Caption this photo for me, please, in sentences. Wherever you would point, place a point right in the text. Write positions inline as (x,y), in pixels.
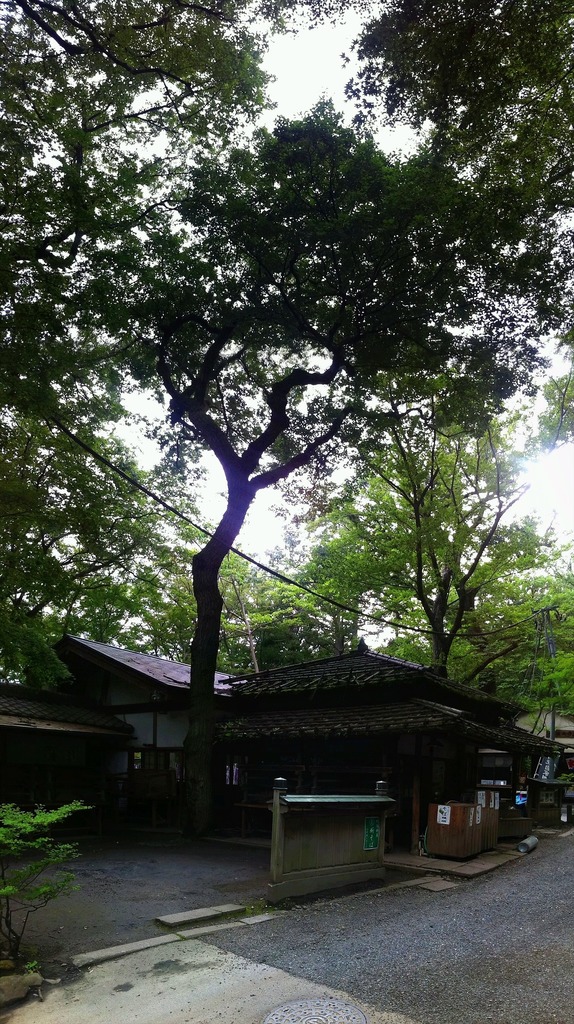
In this image we can see few houses (290,697) and trees (200,688). In front of the houses (348,785) we can see few objects (330,800). In the bottom left (12,809) we can see a plant (27,830). At the top (309,52) we can see the sky (301,111).
